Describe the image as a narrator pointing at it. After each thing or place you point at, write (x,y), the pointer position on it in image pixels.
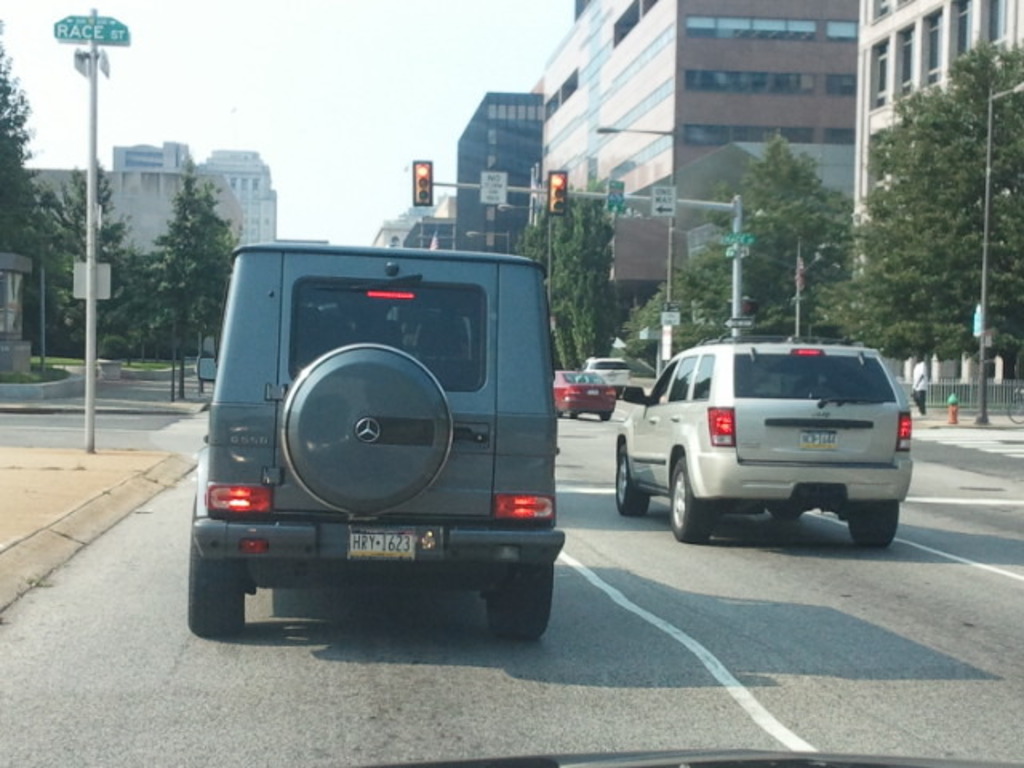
In this picture we can see vehicles (675,428) on the road (554,651), poles (739,269), traffic signals (562,177), direction boards (128,39), trees (919,241), buildings (495,142), some objects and in the background (401,86) we can see the sky (296,99).
